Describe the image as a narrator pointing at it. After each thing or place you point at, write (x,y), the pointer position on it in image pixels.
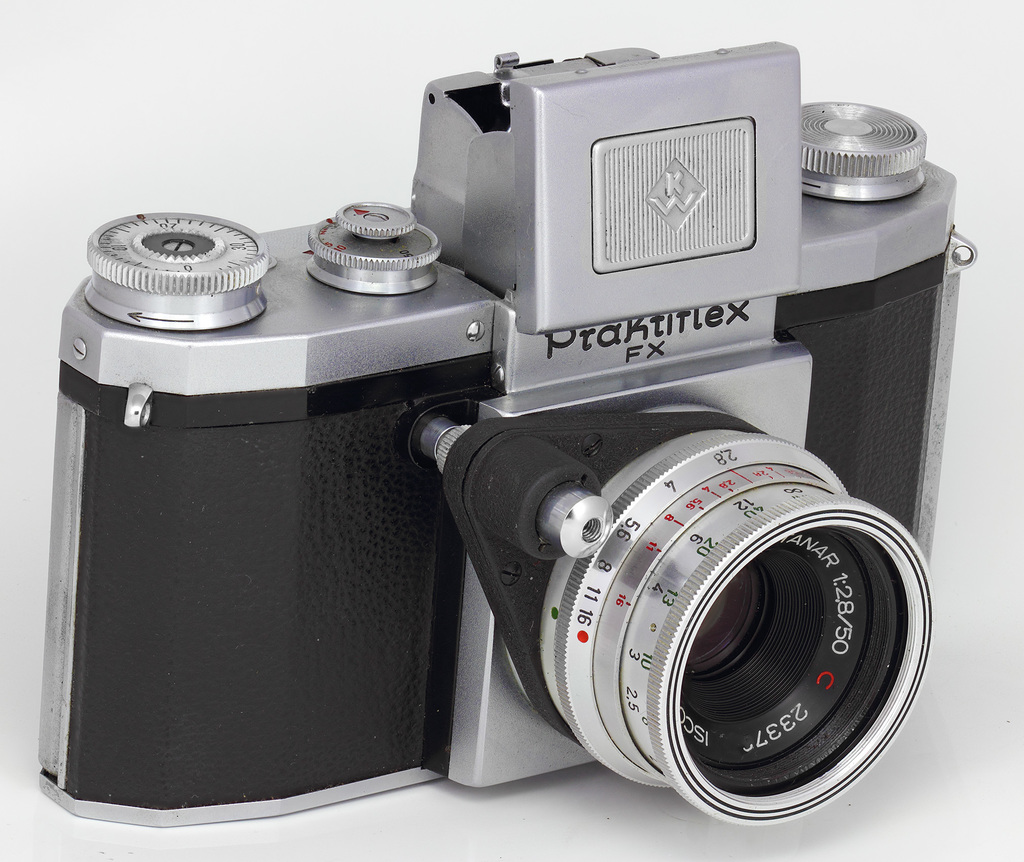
In this picture we can see a camera (485,559) is present on the surface (963,656). On the camera (769,407) we can see the text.
